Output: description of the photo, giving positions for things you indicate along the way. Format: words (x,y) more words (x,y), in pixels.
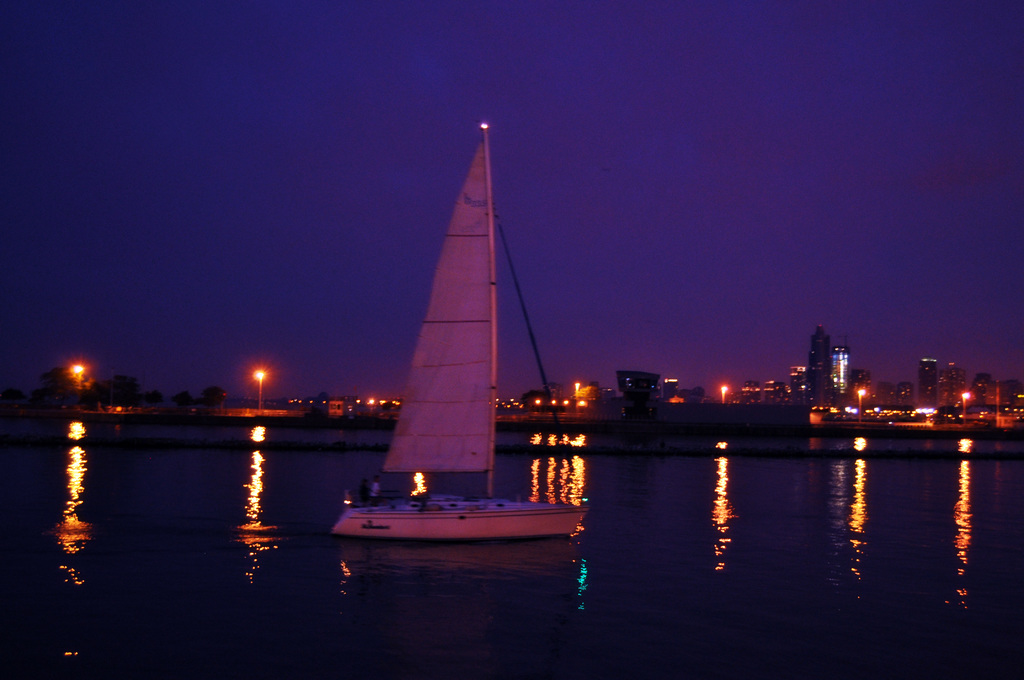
In this image there is water (424,547) and we can see a boat (541,529) on the water (473,580). There are people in the boat (370,512). In the background (121,393) there are buildings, trees (105,395), poles (997,392) and lights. At the top (468,106) there is sky (292,171).
